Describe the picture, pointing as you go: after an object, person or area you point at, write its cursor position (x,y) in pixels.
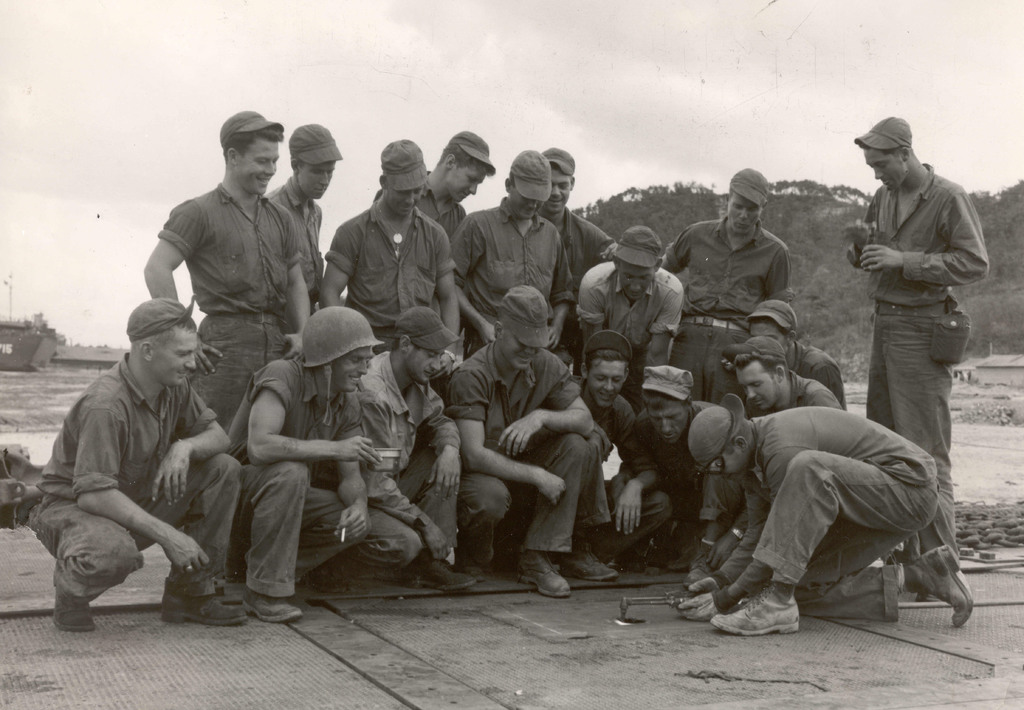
This image is black and white. In the center of the image (577,290) some persons (294,406) are there. In the background of the image (2,343) trees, vehicle (15,342), pole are there. At the bottom of the image (504,667) ground (495,676) is there. At the top of the image (479,72) clouds (495,82) are present in the sky (519,67).
